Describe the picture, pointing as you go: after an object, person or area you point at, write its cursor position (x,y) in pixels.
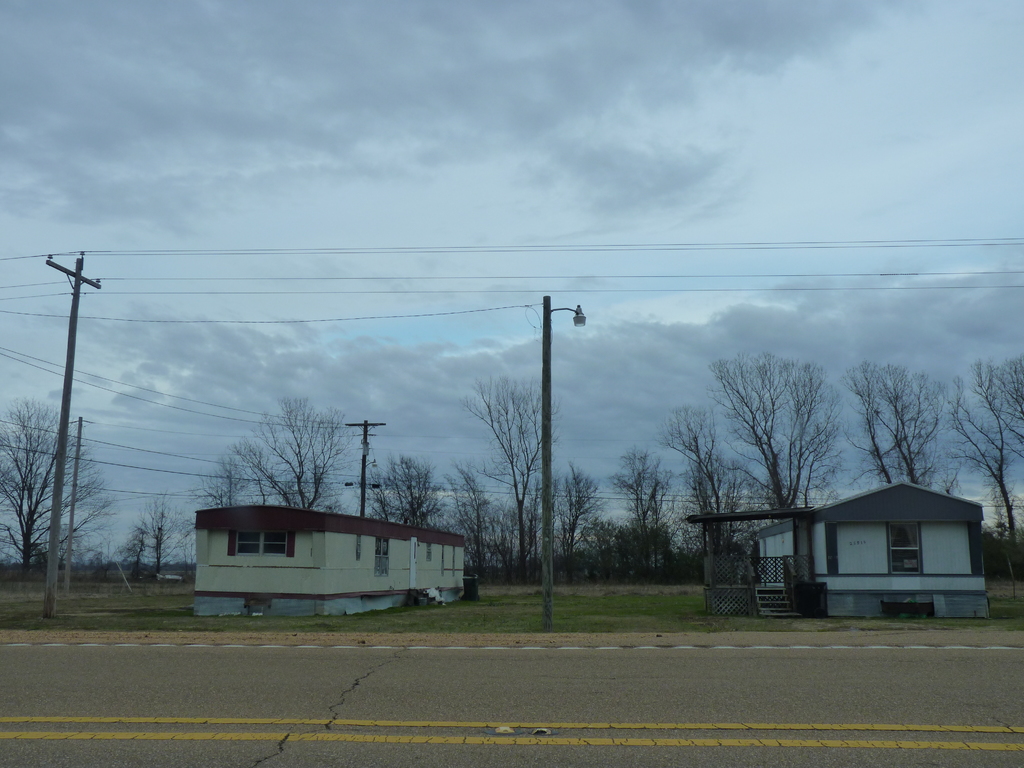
In the foreground (39,612) I can see houses (411,549), street lights (365,478), wires (254,421), grass (1008,620) and trees (419,500). On the top (488,166) I can see the sky (484,293). This image is taken during a day.
